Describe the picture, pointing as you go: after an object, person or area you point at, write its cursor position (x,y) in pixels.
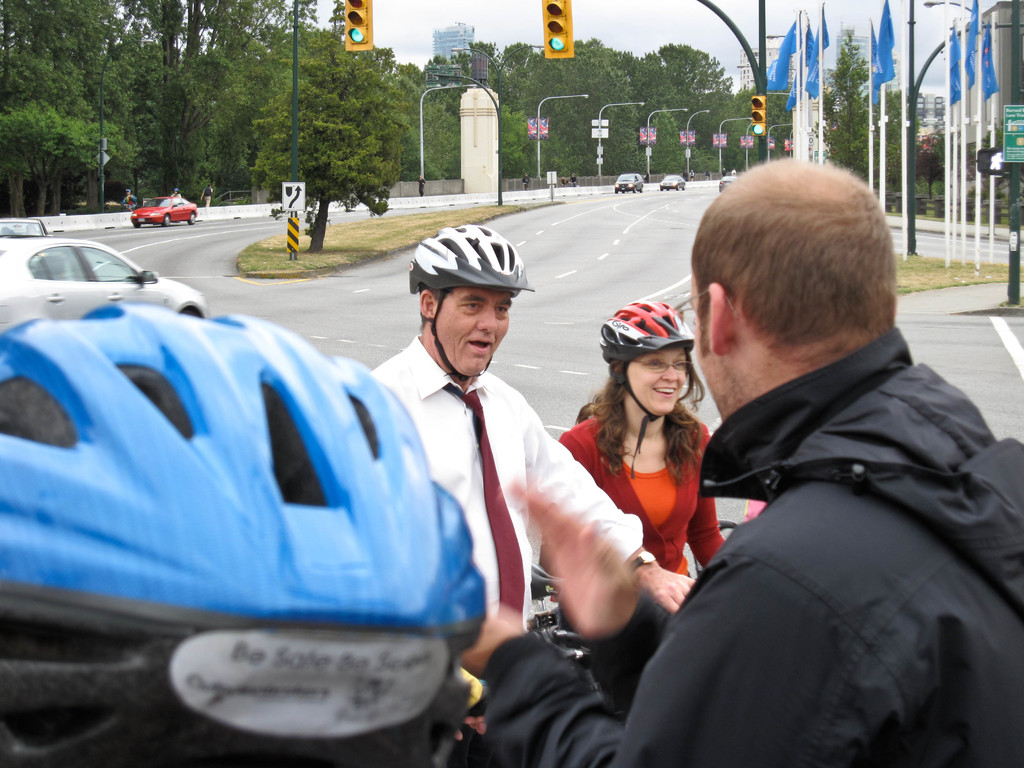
In this picture I can see trees (264,132), buildings (933,112) and few poles (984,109) with traffic signal lights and I can see pole lights (733,119) and few flags (885,77) and I can see sign board (291,234) and a board (1007,157) with some text (1018,127) on the right side (1005,111) and I can see few people (739,485) are standing and few of them wore helmets (451,256) on their heads (451,256) and looks like they are riding bicycles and I can see few cars (113,286) moving on the road (678,229).
